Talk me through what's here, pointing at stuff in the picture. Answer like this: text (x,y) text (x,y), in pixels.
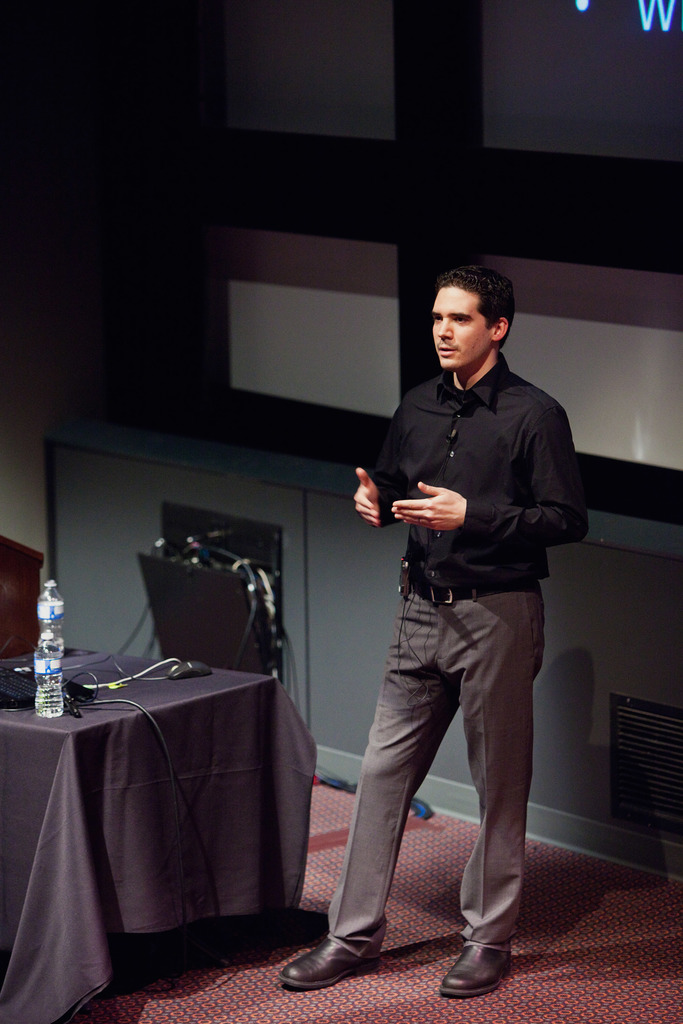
in this image i can see persons (381,853) standing on the floor (233,954), beside him there is a table (119,726) on the table (72,656) there is bottle (53,628), and there is a mouse (198,670).
